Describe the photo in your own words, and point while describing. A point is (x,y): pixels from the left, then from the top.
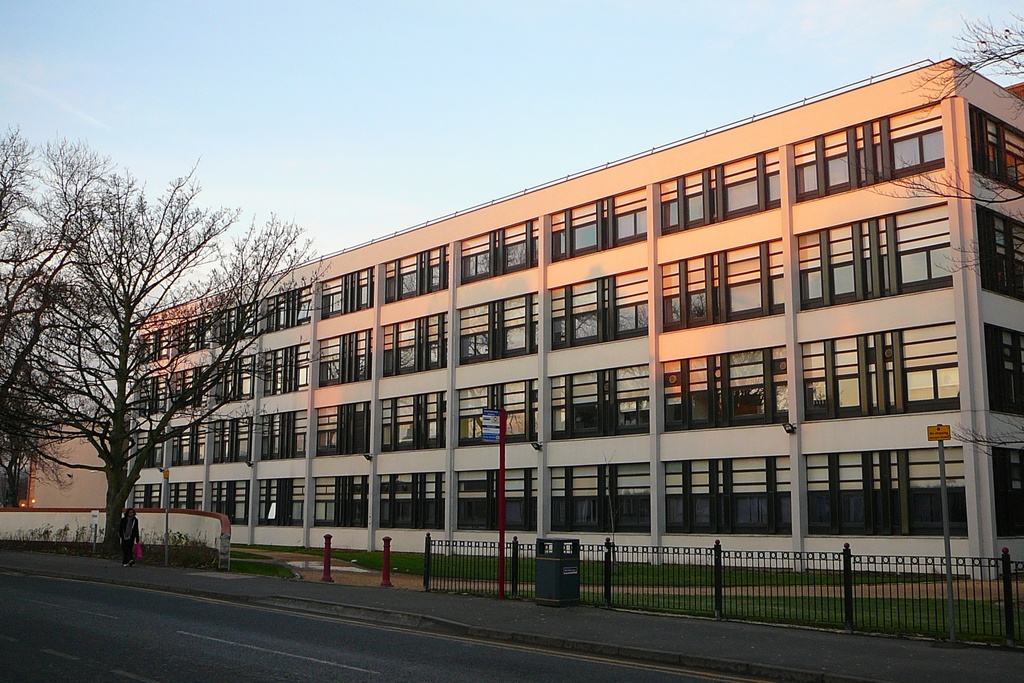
In the image there is a building (404,298) in the back (569,423) with many windows (527,484) and there is a road (214,672) in front of it and a person (130,510) walking on the footpath (682,623) beside a tree (75,195) and above its sky (336,79).
